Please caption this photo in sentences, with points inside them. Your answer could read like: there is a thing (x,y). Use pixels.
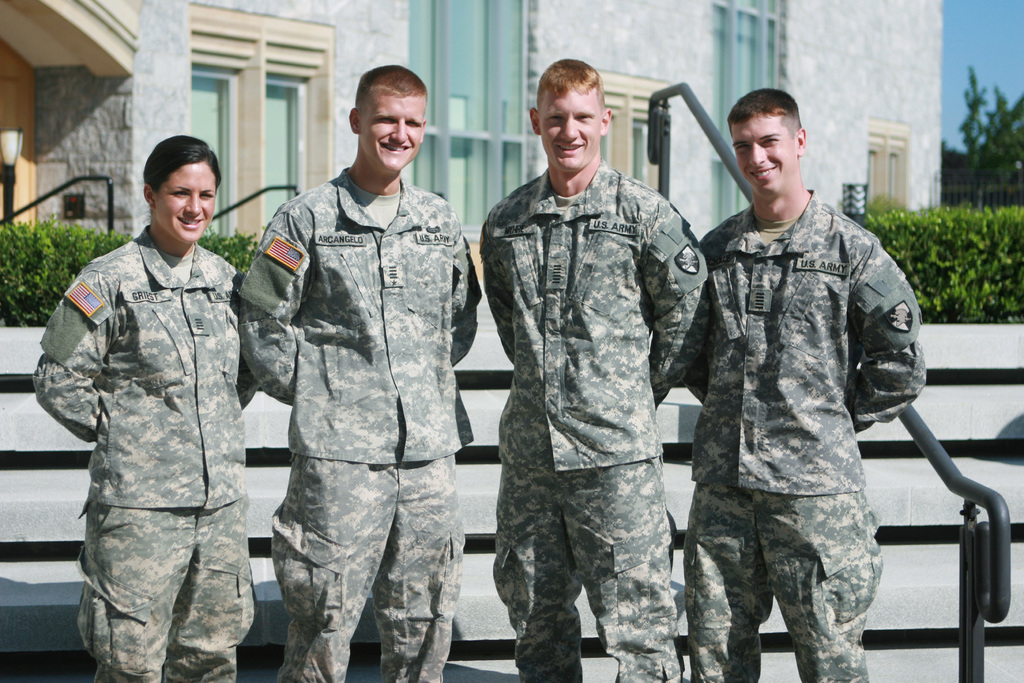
In this image, we can see people (418,362) standing and smiling and they are wearing uniforms (504,213). In the background (347,143), there is a building (725,43) and we can see a fence (966,186), trees (976,142), lights (6,157), hedges (70,230), stairs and there are railings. At the top (960,51), there is sky (951,51).
